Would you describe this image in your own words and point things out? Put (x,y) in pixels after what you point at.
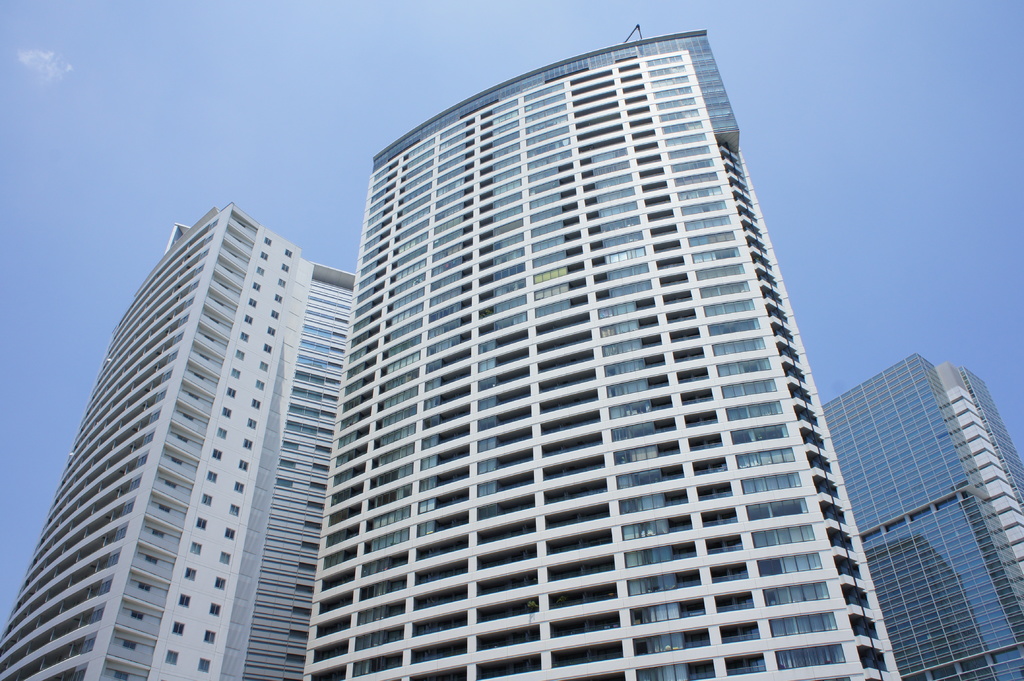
This picture shows few tall buildings (528,154) and we see a blue sky (370,94).
